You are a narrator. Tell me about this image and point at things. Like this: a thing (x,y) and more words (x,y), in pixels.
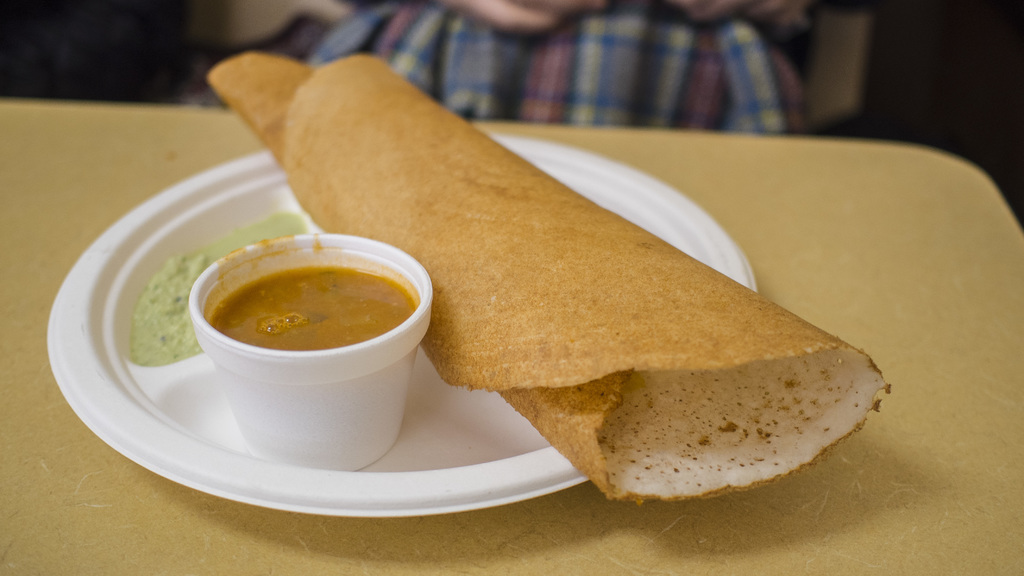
In this image, we can see a dosa (471,307), chutney (240,234) and a curry (289,317) in the cup (315,416) are on the plate (448,427). At the bottom (605,529), there is a table (665,552) and in the background (521,32), there is a person (578,58).
